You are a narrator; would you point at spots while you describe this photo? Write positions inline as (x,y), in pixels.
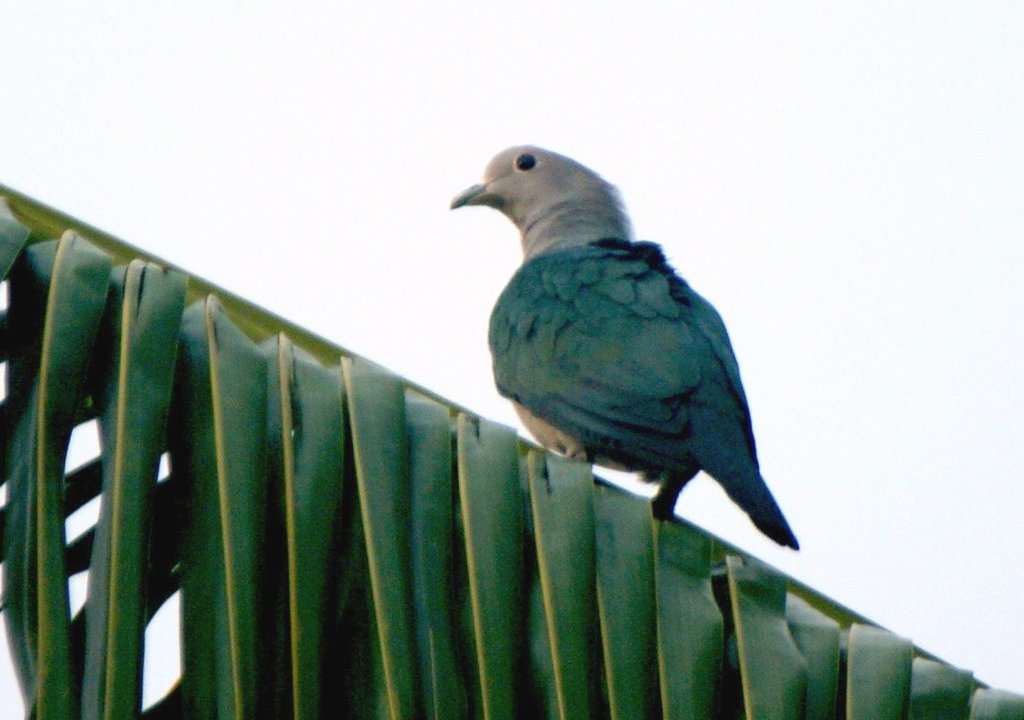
In this image we can see a bird (558,372) on the leaf (432,397). In the background (517,80) there is sky (810,256).
